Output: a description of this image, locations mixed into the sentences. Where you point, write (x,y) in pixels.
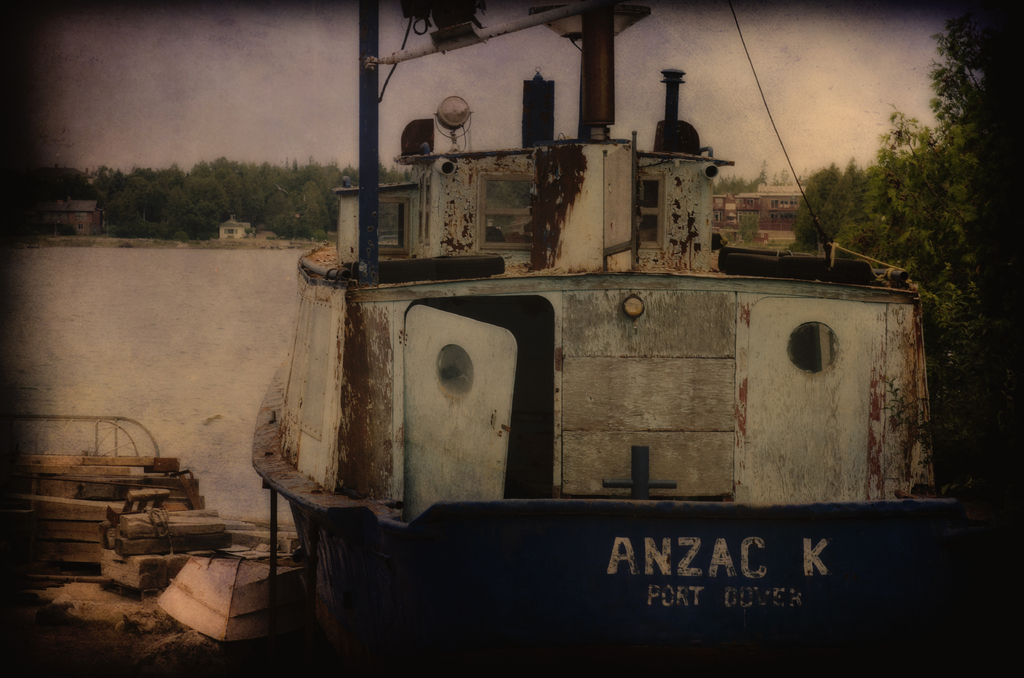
In this image I can see the lake (211,289), in front of the lake (182,303) I can see ships (540,258) on the right side (710,194), there are some trees (939,226) visible on the right side (931,196), in the middle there are tree (333,204) and buildings (774,193) visible. At the top (645,81) there is the sky (448,77) visible.
